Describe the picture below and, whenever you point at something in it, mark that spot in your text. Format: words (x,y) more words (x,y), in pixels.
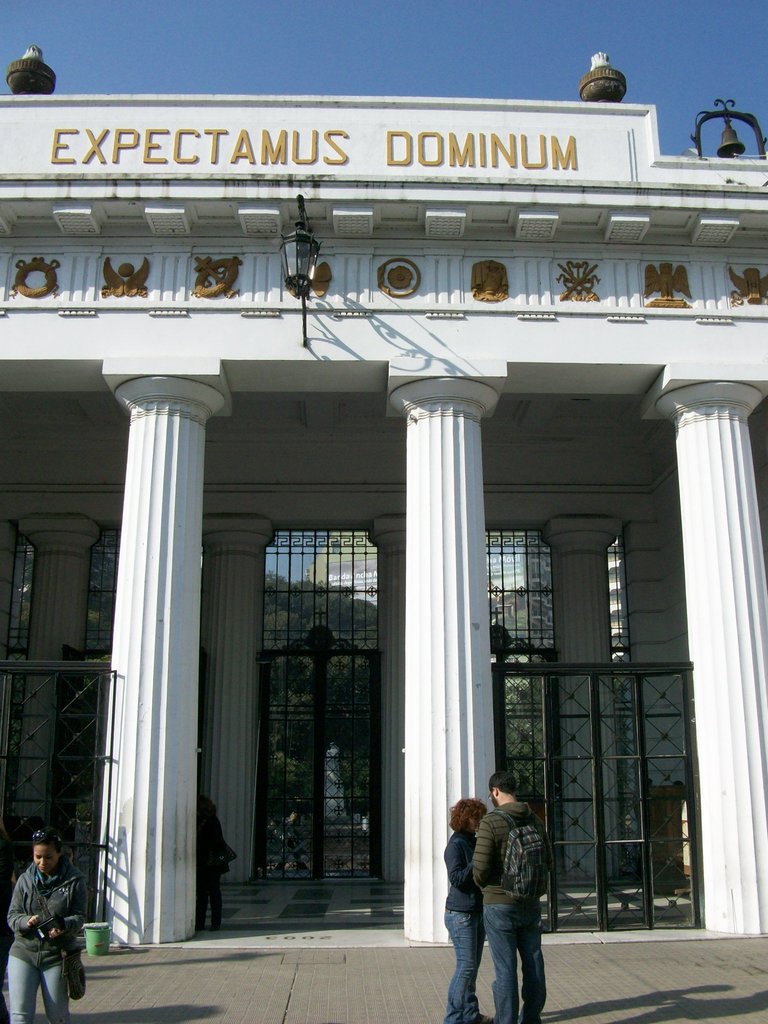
In this image we can see building (166,323) with pillars (435,532) and doors (337,662). And there are grilles (290,595) for the building (396,612). On top of the building (233,156) there is a name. Also there are sculptures (492,265). In front of the building (67,465) there are few people (500,911). And there is sky (264,50) at the top (303,89).
